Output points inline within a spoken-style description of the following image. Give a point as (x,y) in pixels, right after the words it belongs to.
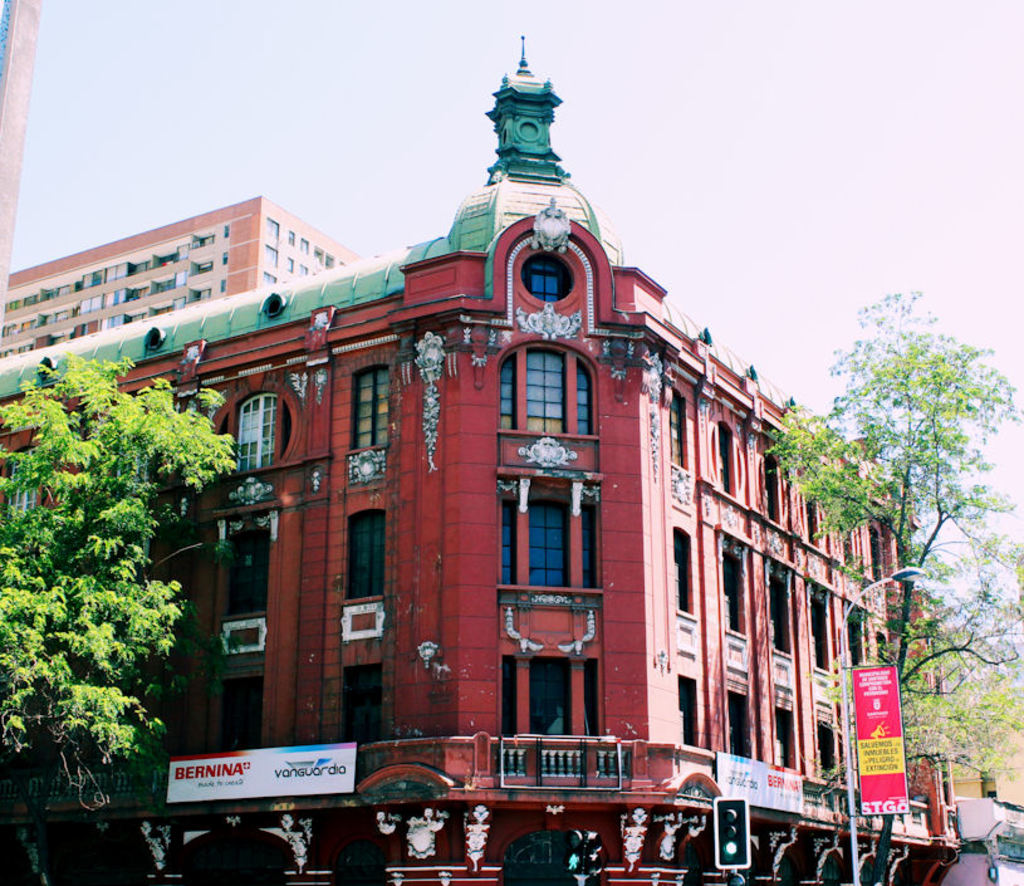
In this image we can see traffic signal (737,841), pole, there are some words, we can see some trees (105,540) on left (121,506) and right side of the image (802,452) and in the background of the image (399,475) there are some buildings (365,377) and top of the image (491,105) there is clear sky (483,160).
